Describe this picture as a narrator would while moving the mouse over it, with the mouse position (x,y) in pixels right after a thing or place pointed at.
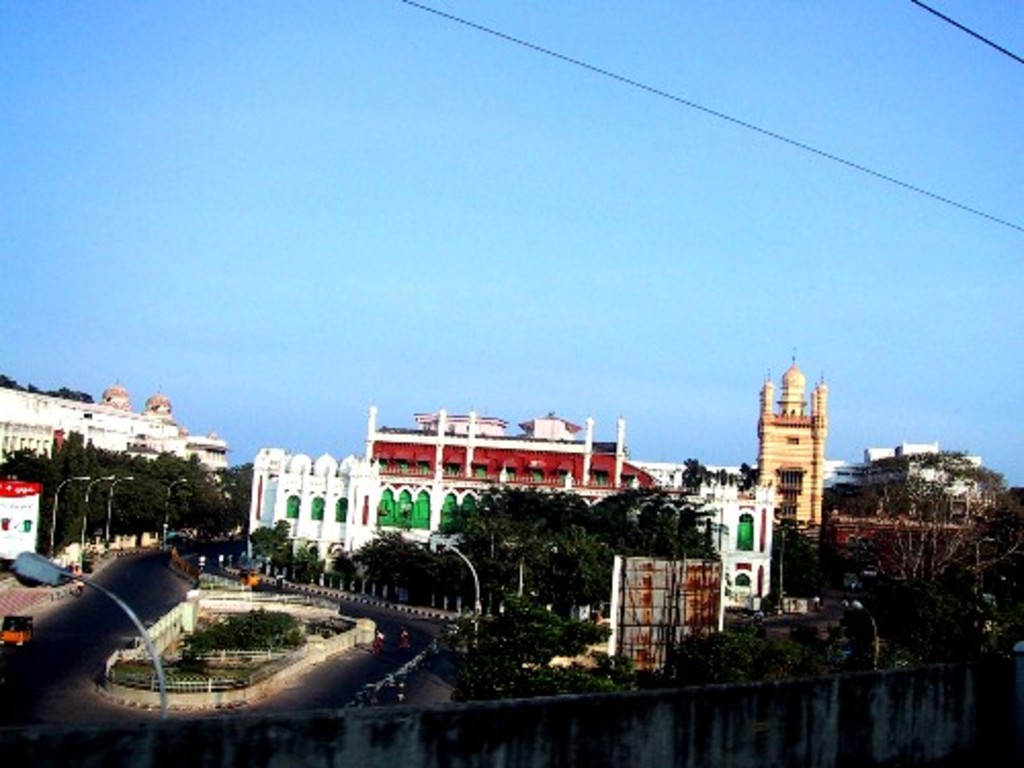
In the picture we can see a city (427,474) with roads (81,672), trees (81,498), houses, buildings (763,580), mosques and some historical constructions (837,527) and we can see some poles (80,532) with lights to it and in the background (429,237) we can see a sky (490,334).
